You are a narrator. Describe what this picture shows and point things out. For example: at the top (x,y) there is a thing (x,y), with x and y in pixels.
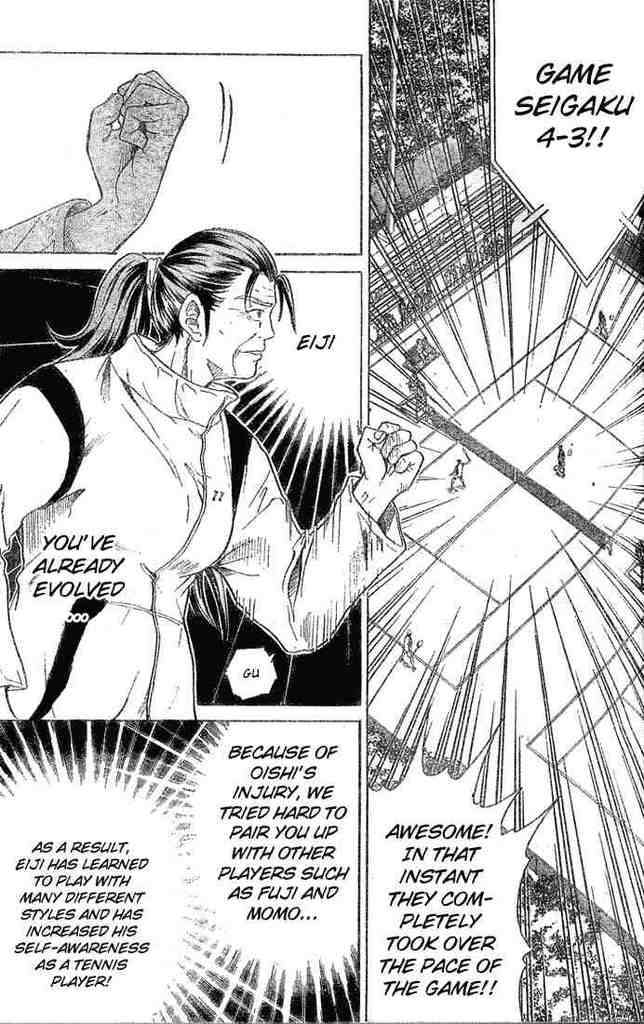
In the image there is a comic art image of a woman (197,461) in the middle (222,395) with text (252,891) all over it.
